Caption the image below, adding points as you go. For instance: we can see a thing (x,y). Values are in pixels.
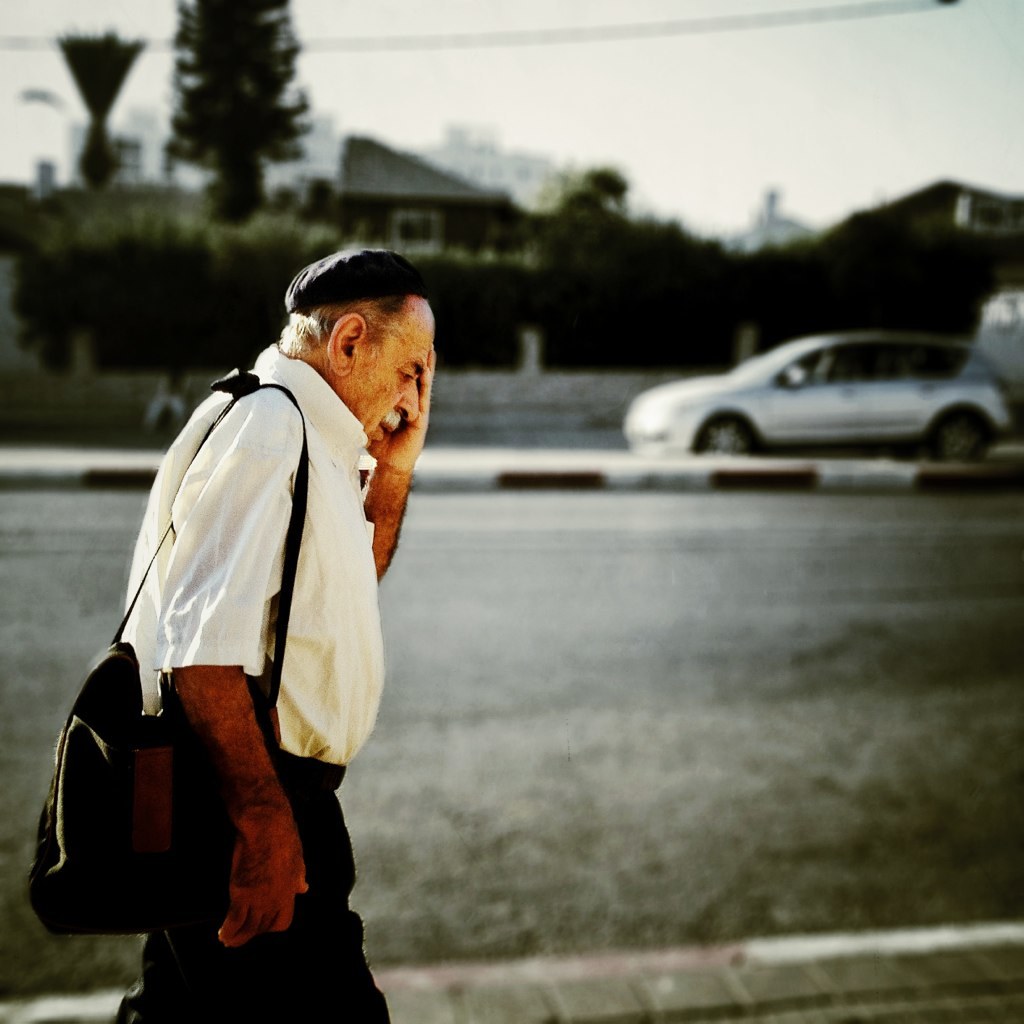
In this image on the left (313,497), there is a man (328,494), he wears a shirt (338,553), trouser (332,864), bag (127,759), hat (348,272), he is walking. In the background (900,388) there are trees (570,242), car (856,407), cables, house (471,208), road (582,563) and sky (633,156).
